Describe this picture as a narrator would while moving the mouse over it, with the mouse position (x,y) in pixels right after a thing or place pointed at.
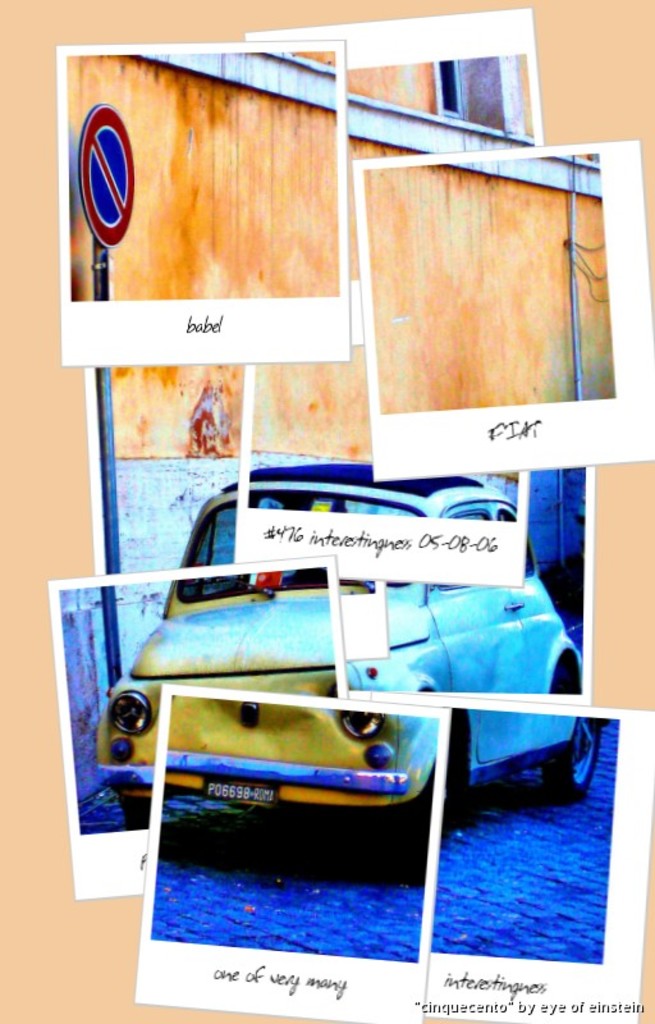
In the image we can see there are collage of pictures (209,968) in which there is car (300,751) and there is sign board (103,201). Behind there is a wall (210,276) and there are writings (495,1008) on the pictures (398,997).
